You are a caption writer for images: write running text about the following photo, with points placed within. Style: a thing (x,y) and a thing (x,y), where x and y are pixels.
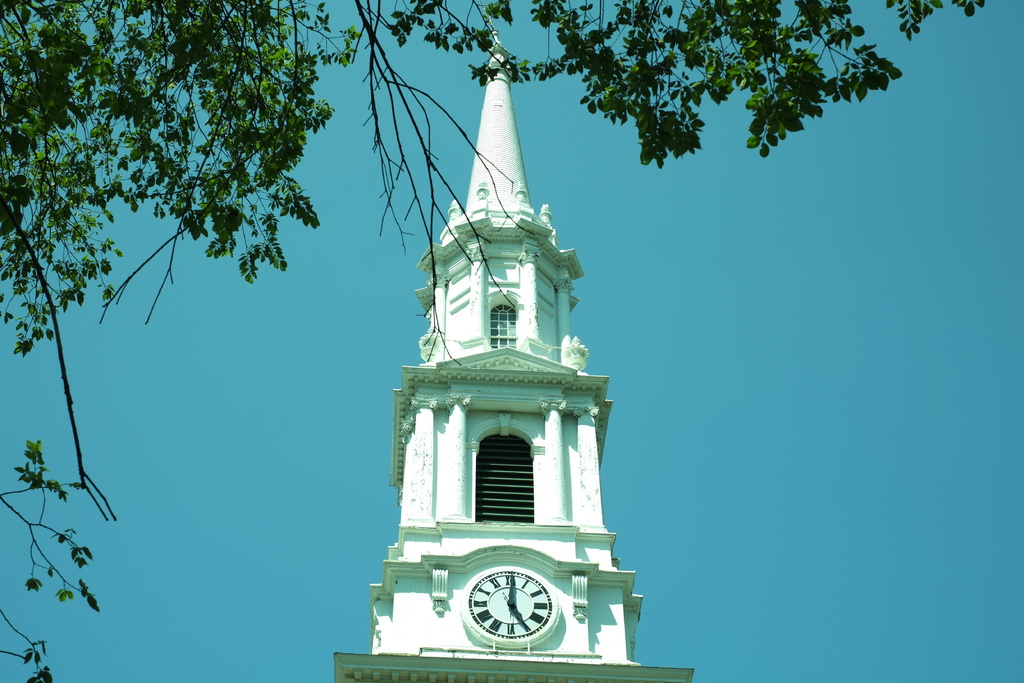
In this image we can see the clock tower (513,581). In the background (807,435) we can see the sky (804,447). Tree (277,159) is also visible.
